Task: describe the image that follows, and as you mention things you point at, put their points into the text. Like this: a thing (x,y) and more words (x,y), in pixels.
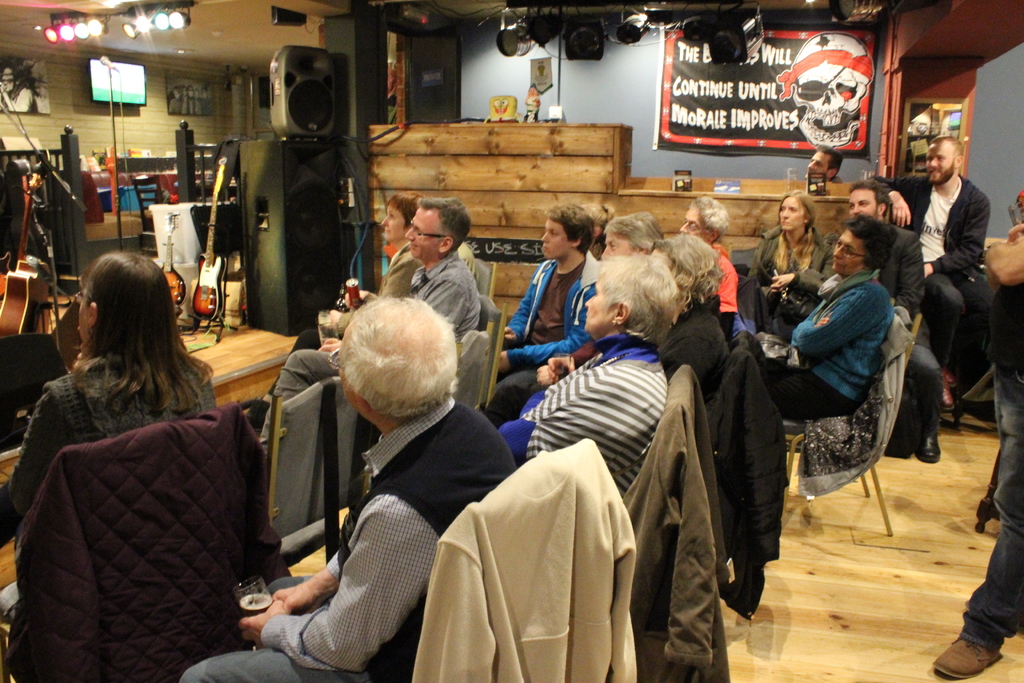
On the left side of the image (171,225) there are few musical instruments (167,242) and a few other objects (136,189) are arranged and there is a TV (103,85) and few frames (196,98) are hanging on the wall (149,116), in front of them there are a few people (487,411) sat on their chairs (561,452). At the top (508,38) there are few focus lights (708,21). In the background (594,168) there are cupboards (573,199) and few objects (511,106) on it and there is a banner (694,95) hanging on the wall (637,133).
